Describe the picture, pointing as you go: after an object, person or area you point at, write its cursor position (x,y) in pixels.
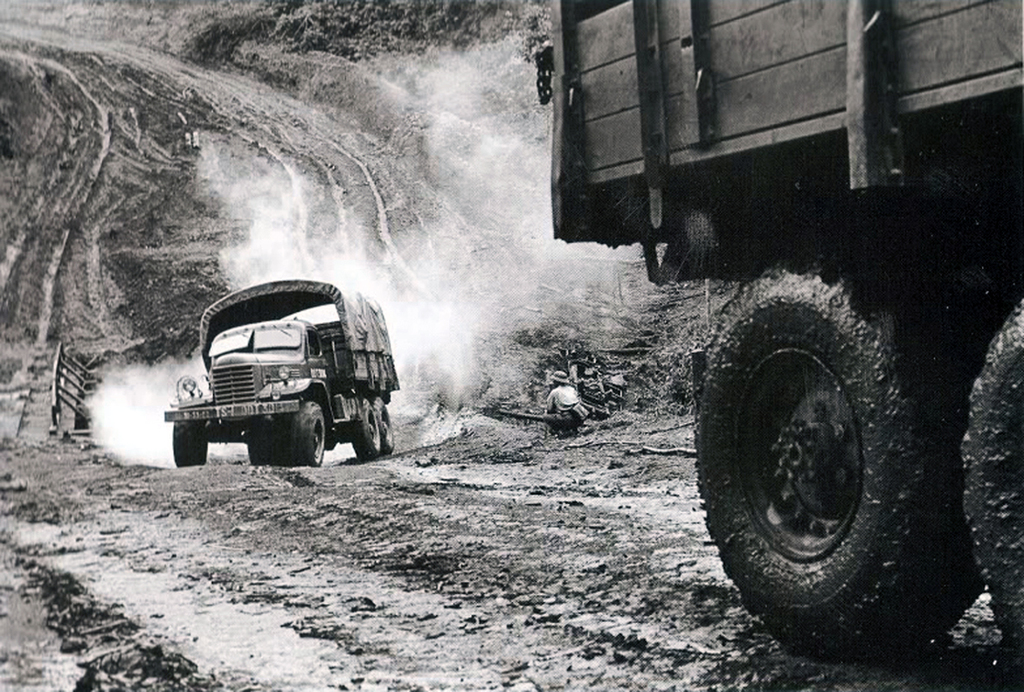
This is a black and white picture. On the right side (722,460), we see a vehicle (786,337). In the middle (386,336), we see a vehicle (370,376) is moving on the road (597,450). Beside that, we see a man (586,412) is in squat position. Beside him, we see the wooden sticks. At the bottom (461,615), we see the mud (409,642). On the left side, we see the wooden fence like structure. There are trees (369,19) in the background (359,32).
